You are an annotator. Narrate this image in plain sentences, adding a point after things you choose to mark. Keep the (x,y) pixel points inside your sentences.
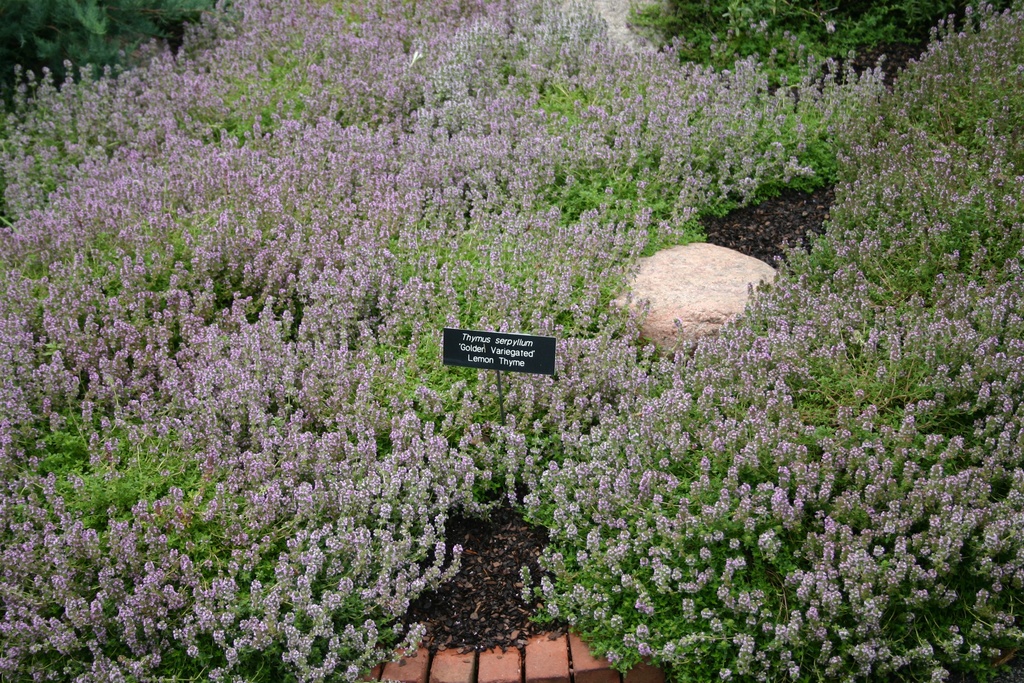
In this image we can see flowers (381,174) and plants (773,295), beside that we can see stone (712,294), at the bottom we can see the bricks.
